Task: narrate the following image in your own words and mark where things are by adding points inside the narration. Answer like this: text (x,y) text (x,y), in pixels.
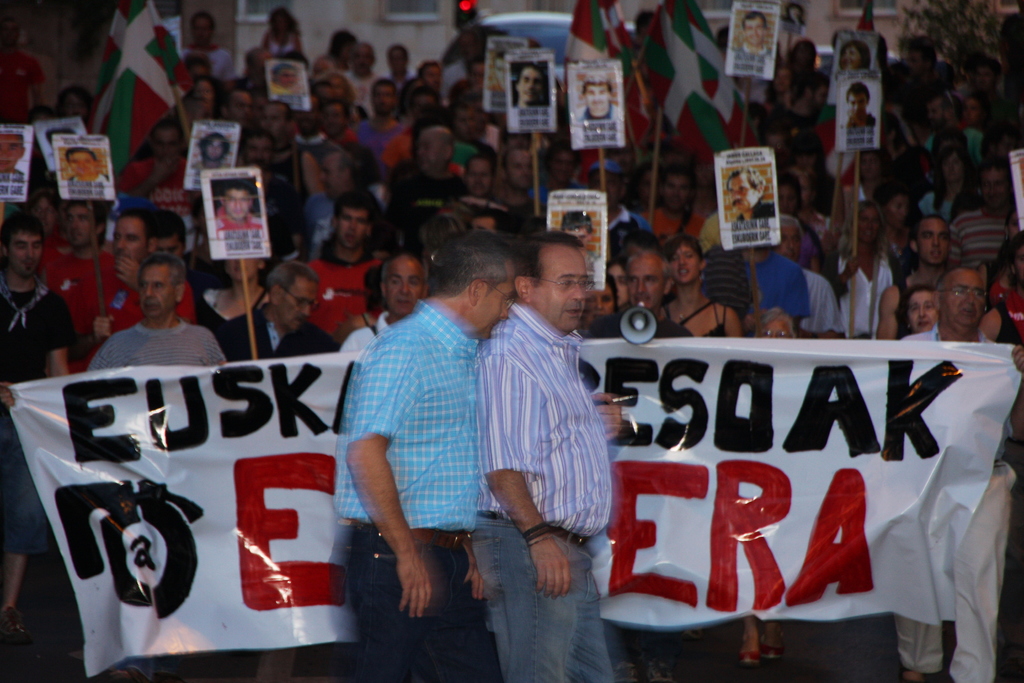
In this image I see number of people (574,188) in which most of them are holding a board (590,113) on which there are pictures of persons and few of them are holding flags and few persons (303,346) over here are holding this banner (790,452) on which there is something written and this person (657,323) is holding a megaphone (633,323) in his hand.
